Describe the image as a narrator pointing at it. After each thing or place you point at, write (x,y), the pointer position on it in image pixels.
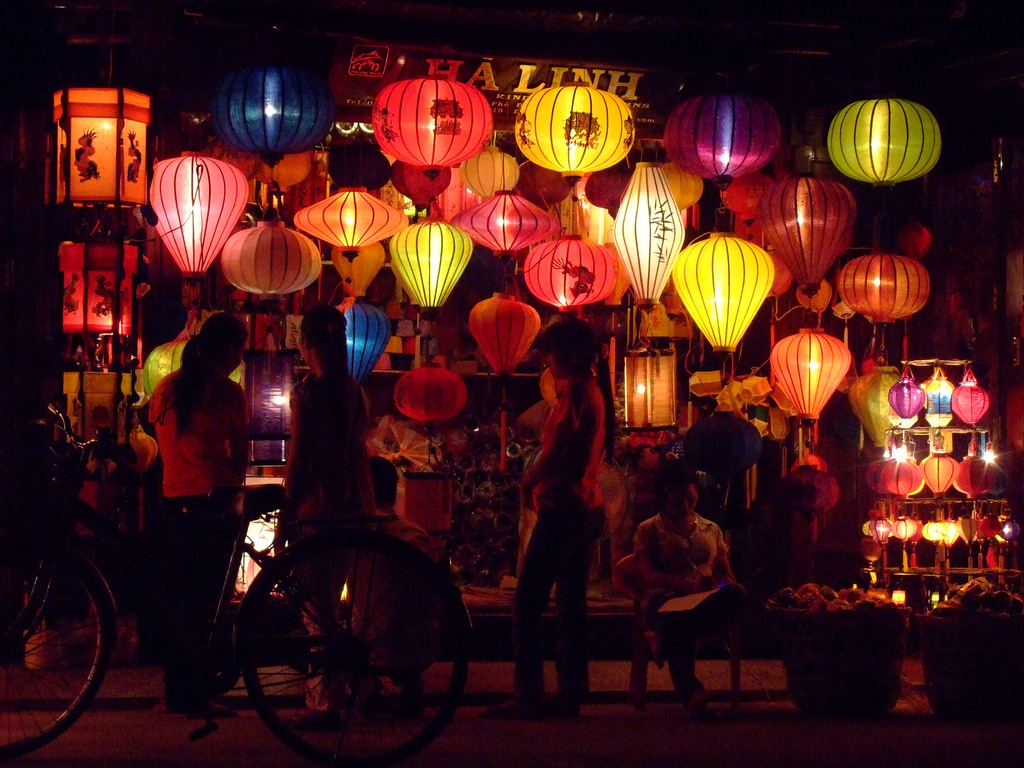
In this image I see Chinese lanterns (650,170) and I see few people (170,394) and I see the cycle (350,564) over here and it is dark in the background (742,91) and I see a board (662,85) on which there are few words (494,72) written.
